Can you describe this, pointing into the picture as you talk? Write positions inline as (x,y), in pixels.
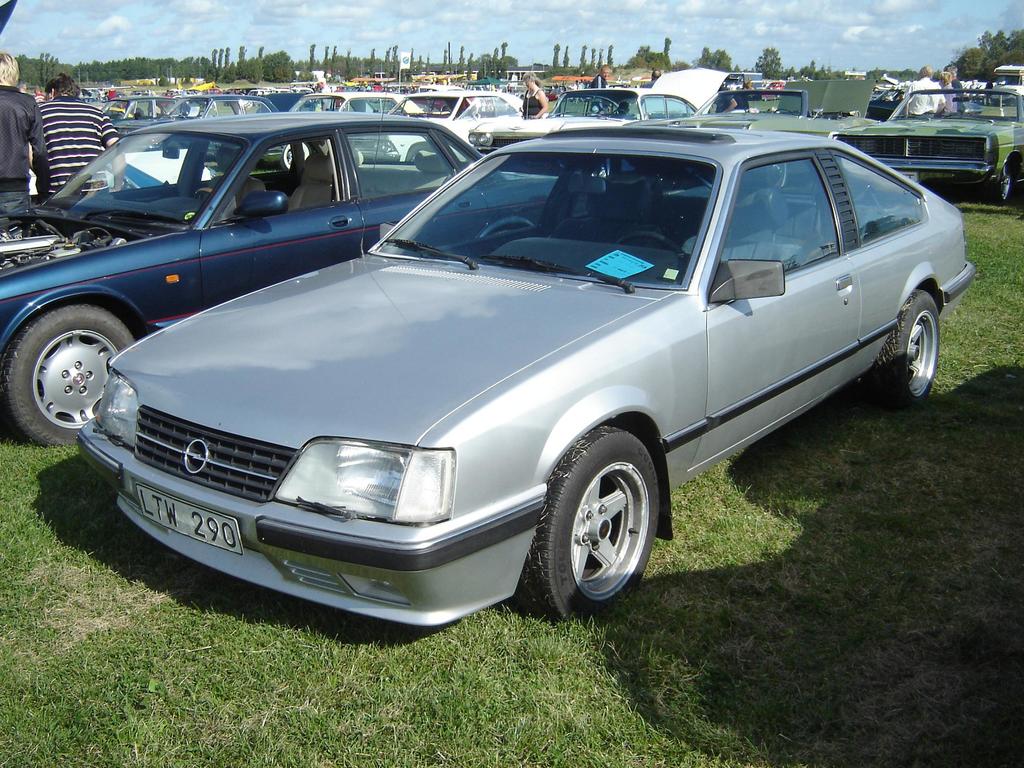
In this image, we can see so many vehicles (497,299) and people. At the bottom (771,702), there is a grass (469,697). Background (403,57) we can see trees (705,50), pole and board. Top of the image (410,29), we can see the sky (226,36).
